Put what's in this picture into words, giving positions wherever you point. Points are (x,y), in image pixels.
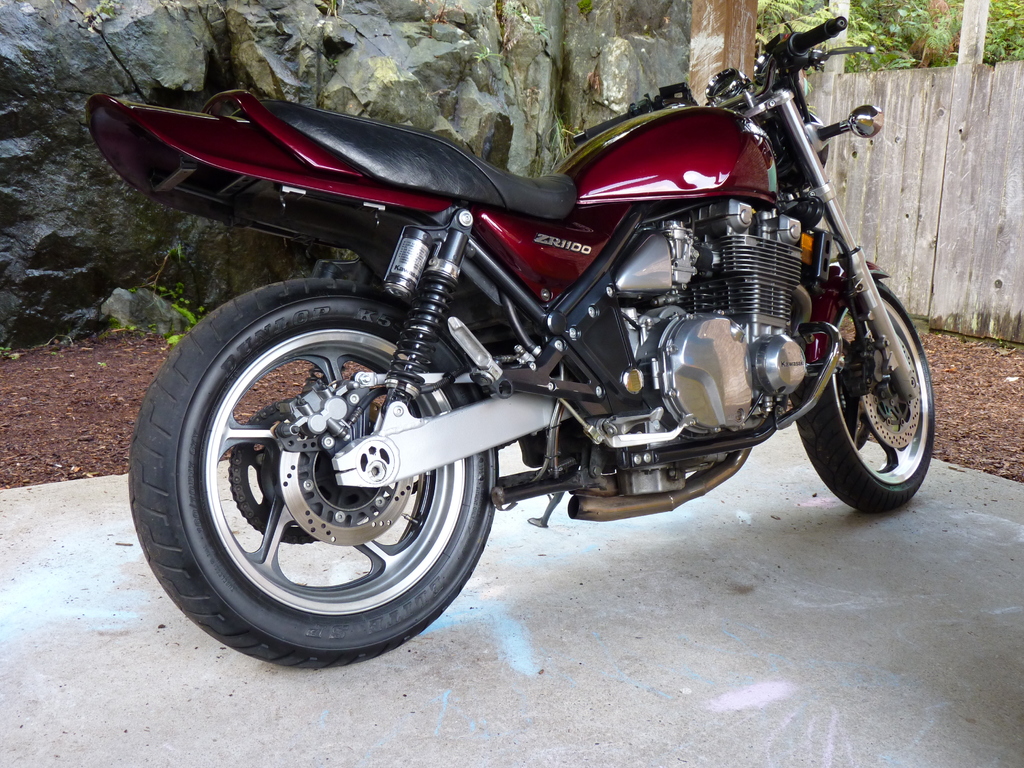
In this image I can see a motor bike (616,323) which is maroon, black and silver in color is on the ground (622,552). In the background (455,24) I can see a huge rock (458,64), the wooden wall (983,31) and few trees (932,44) which are green in color.
